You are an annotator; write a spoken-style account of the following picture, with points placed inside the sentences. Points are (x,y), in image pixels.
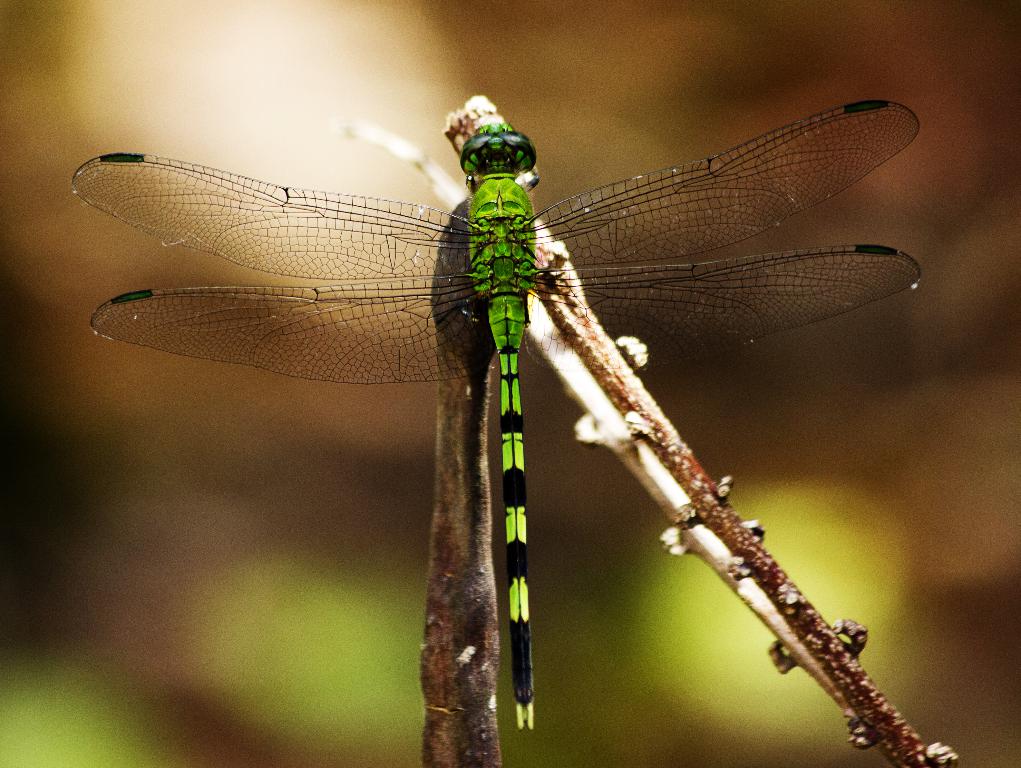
In the middle of the image (567,354) we can see a dragonfly (680,320) and we can find blurry background (245,432).
